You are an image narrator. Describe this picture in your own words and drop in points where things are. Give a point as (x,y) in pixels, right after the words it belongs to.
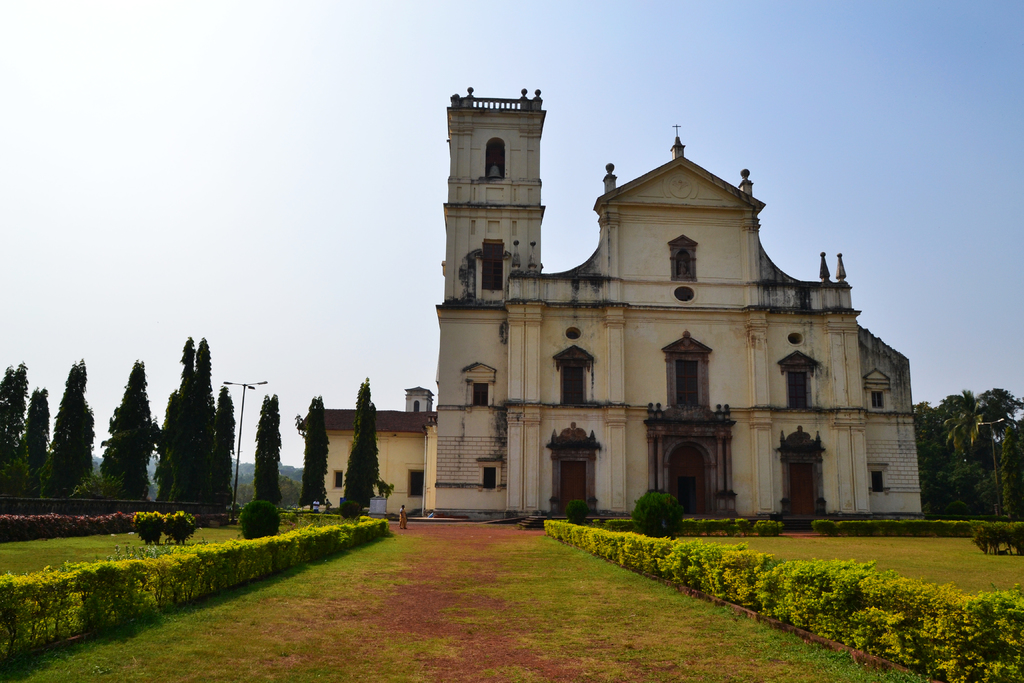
In this picture we can see grass (922,554) and some plants (63,598) in the front (58,564), in the background (626,438) there is a building (739,423), on the right side (971,456) and left side (182,489) we can see trees (122,435), there is a pole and a light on the left side (245,398), we can see a person (403,514) is standing in the middle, there is the sky (310,76) at the top of the picture (266,88).
